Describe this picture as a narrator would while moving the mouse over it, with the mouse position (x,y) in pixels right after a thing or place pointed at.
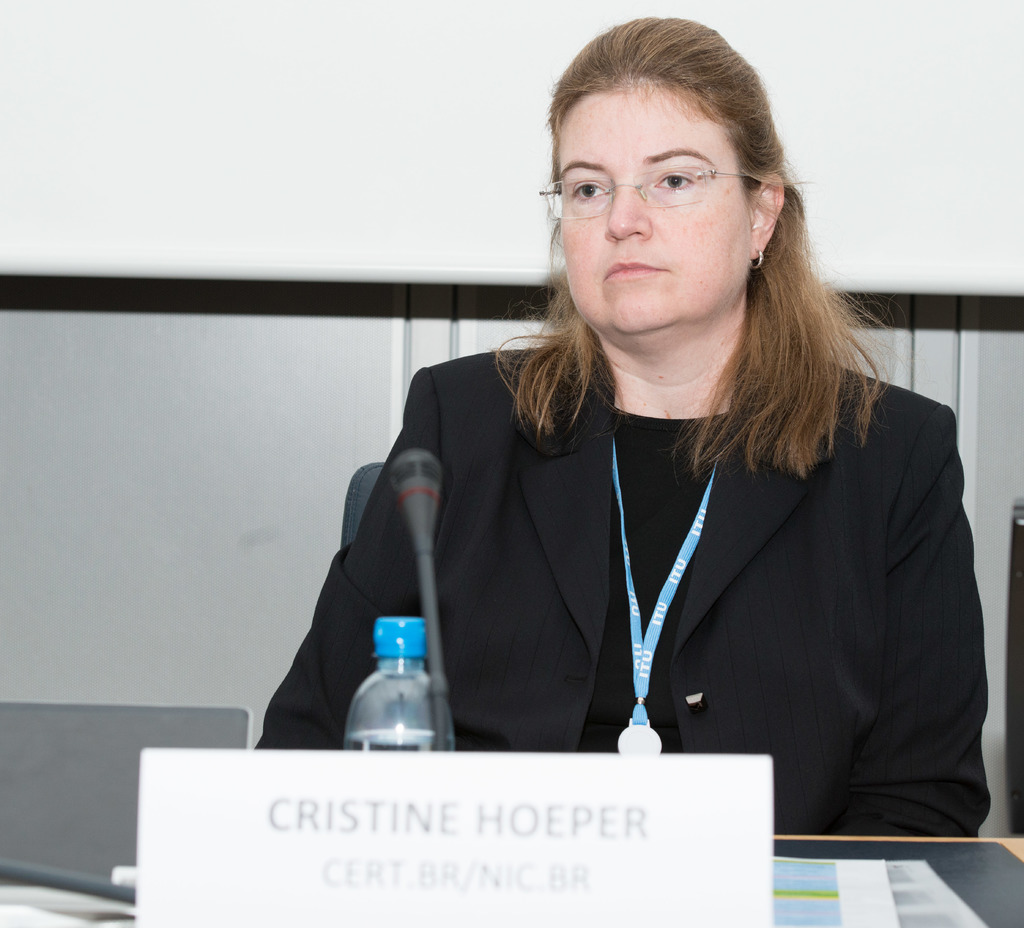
There is a woman (334,634) sitting on a chair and she is looking at someone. This is a wooden table (940,865) where a microphone (427,452) and a bottle (450,731) are kept on it.
